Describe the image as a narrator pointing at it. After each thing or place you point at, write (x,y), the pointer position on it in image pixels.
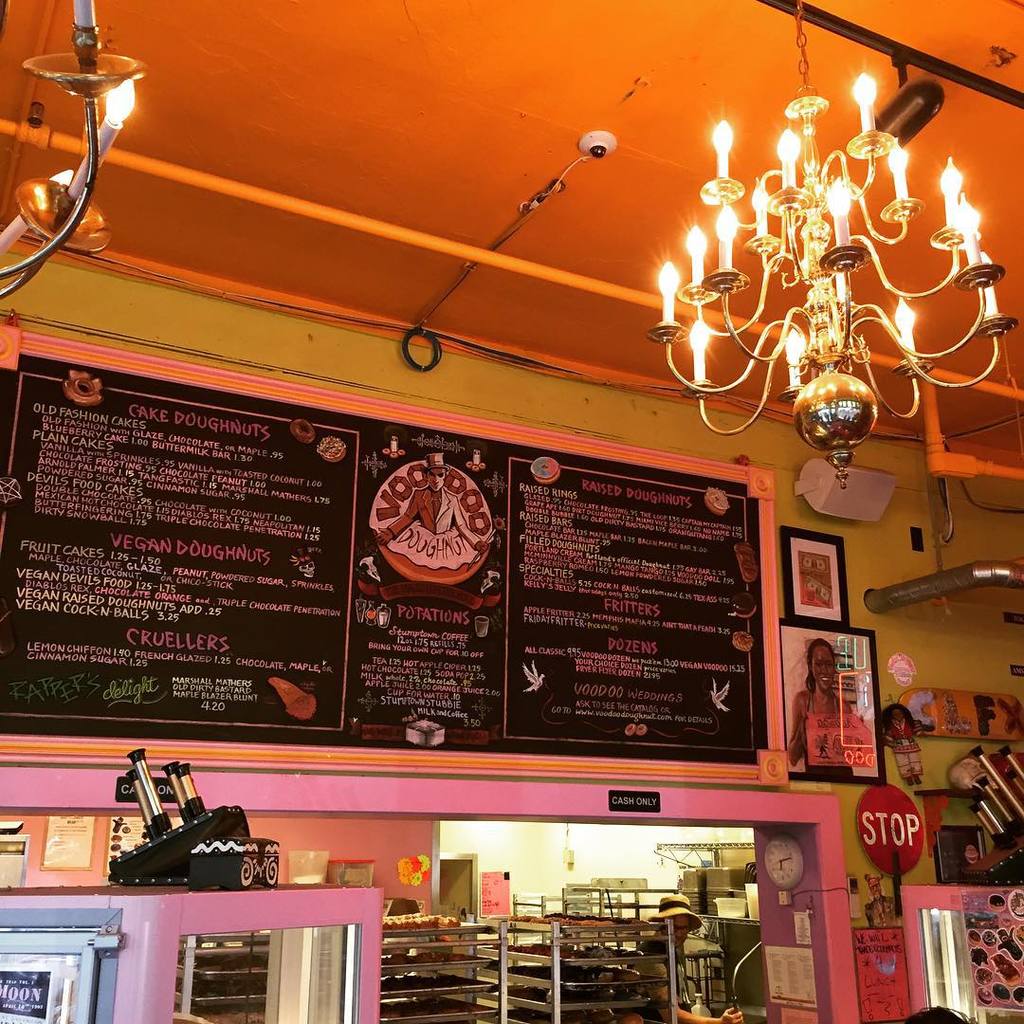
This seems to be clicked in a restaurant (509,230), there is menu board (294,525) on the wall (780,562) with photographs (808,688) on the right side (829,701) and below there are racks (497,947), there is a chandelier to the ceiling (869,274).
